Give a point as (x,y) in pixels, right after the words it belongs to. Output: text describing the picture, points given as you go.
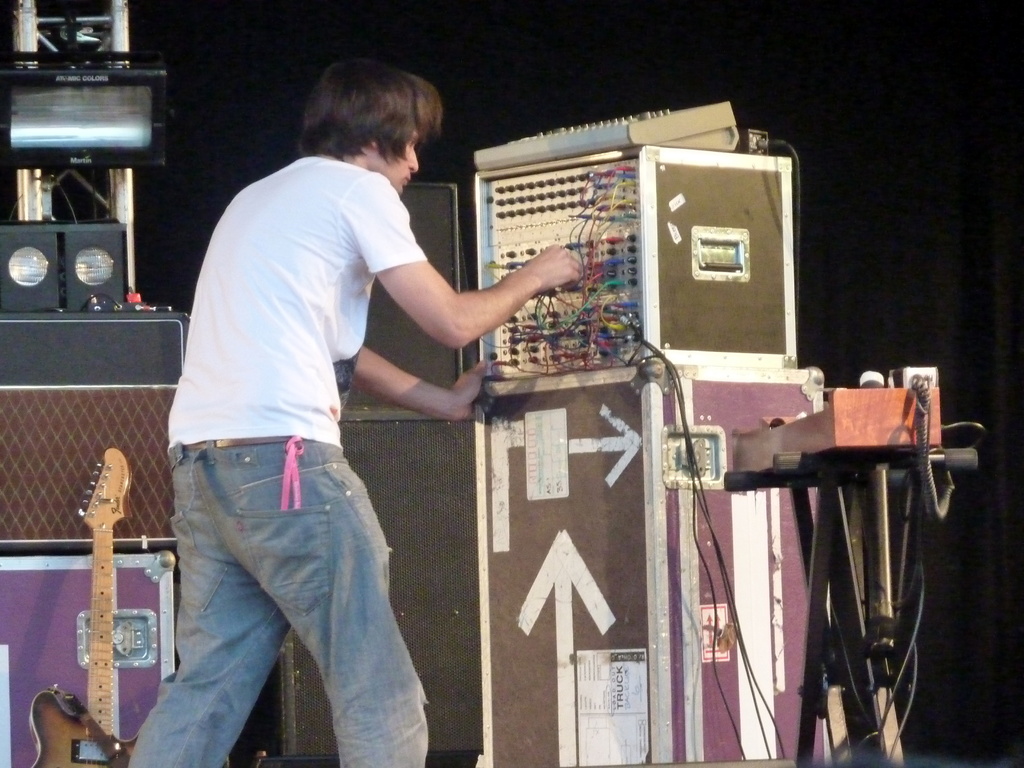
In this image In the foreground (343,221) I can see a person (388,229) and there is a podium (594,529) in the middle (602,393), on which there is a music control system (628,168), there is a stand (882,520) beside the podium (546,516), on which there are some objects (771,441) visible, on the left side (58,286) there are speakers (58,501), light (46,132), guitar (115,742) visible.
